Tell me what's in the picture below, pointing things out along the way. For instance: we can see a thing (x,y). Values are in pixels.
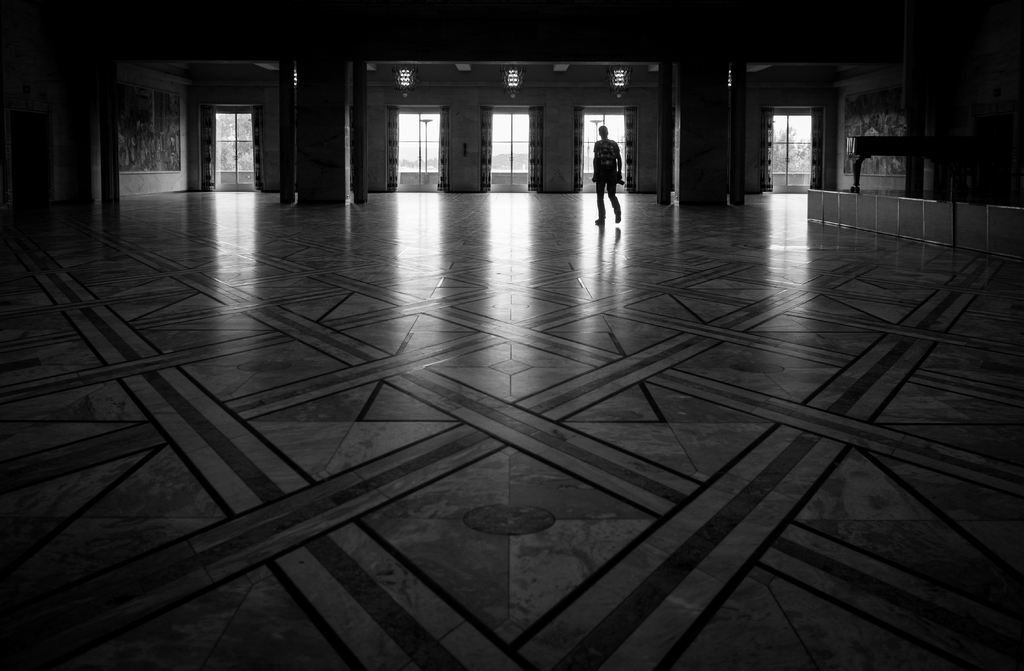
There is a floor (579,383) at the bottom of this image (611,545) and there is one person (599,149) standing as we can see in the middle, and there is a wall (554,180) with some glass doors (420,144) in the background (826,114).
